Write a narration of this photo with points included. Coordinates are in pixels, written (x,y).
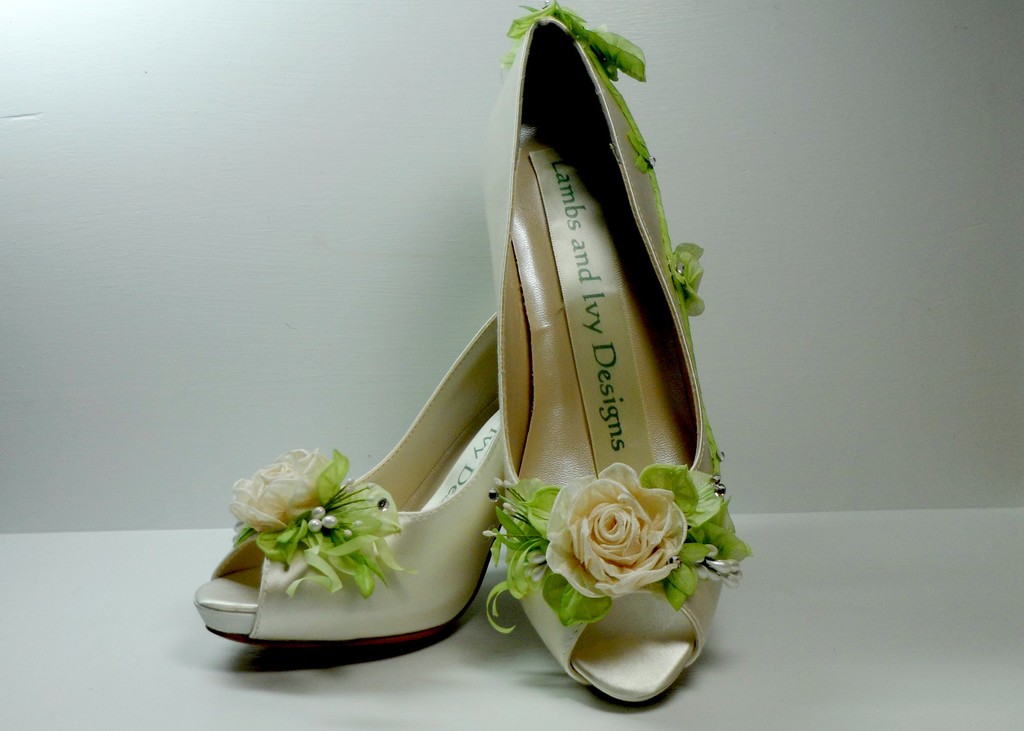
In this image we can see the sandals (595,422) placed on the surface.
